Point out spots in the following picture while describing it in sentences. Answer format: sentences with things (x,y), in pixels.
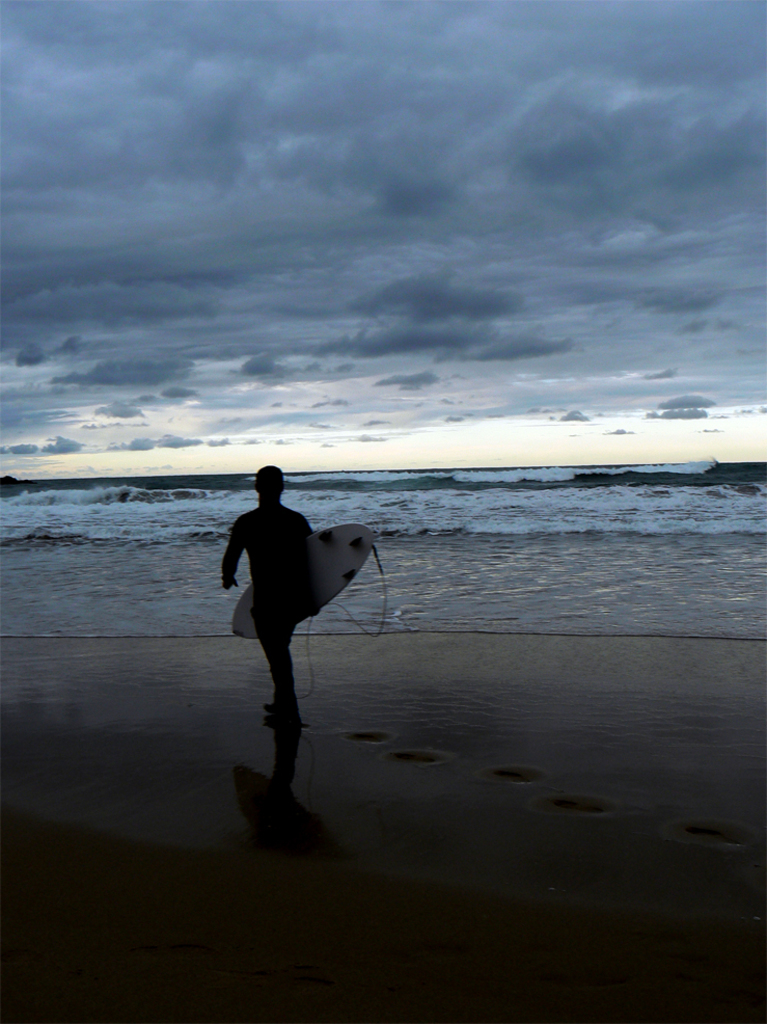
In this image I can see a person (307,599) holding something. In the background (308,499), I can see the water (402,493) and clouds (390,279) in the sky (372,211).
